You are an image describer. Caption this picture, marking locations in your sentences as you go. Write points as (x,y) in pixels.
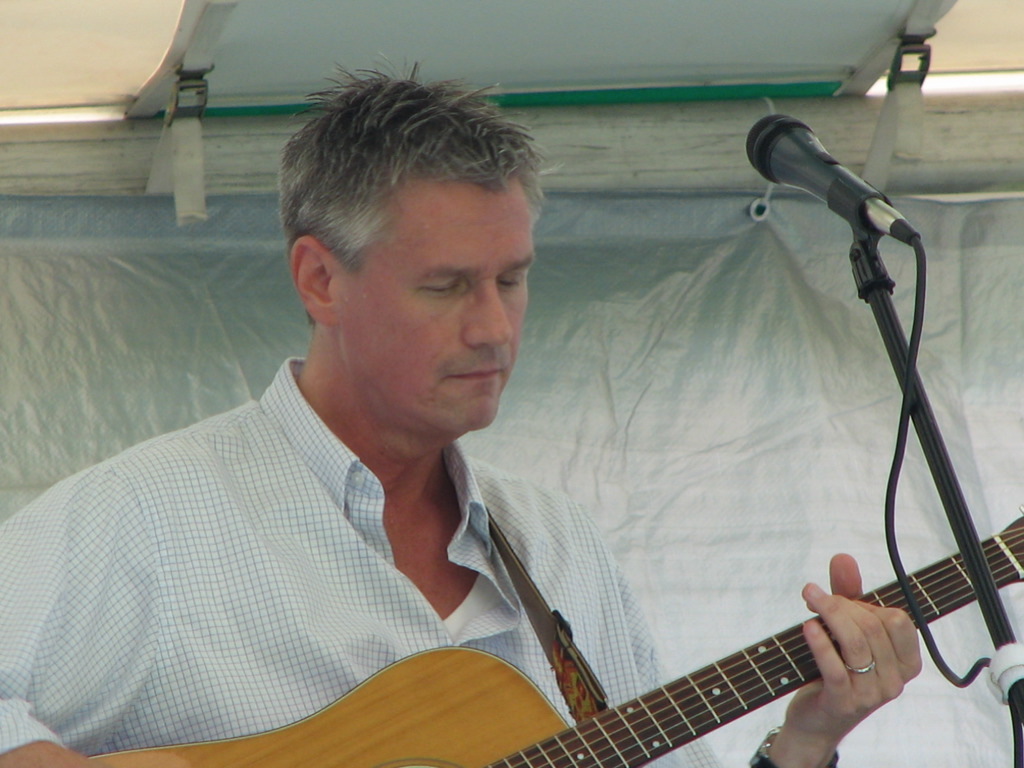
In this image, there is a person (384,532) standing and playing guitar (692,695) in front of the mike (784,141). In the background (51,367), there is a curtain (157,316) of white in color. It looks as if the image is taken outside the building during day time.
